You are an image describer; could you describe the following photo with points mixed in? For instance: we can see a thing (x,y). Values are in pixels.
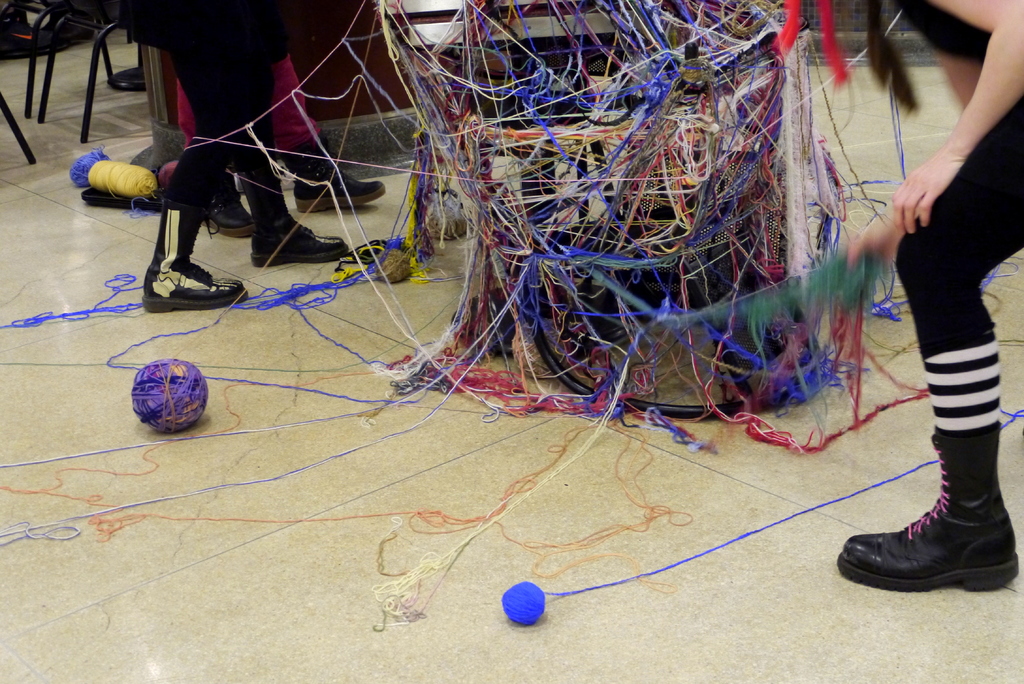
In this picture we can see the legs (197,161) of a few people (237,56), woolen balls (134,181), chairs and other objects (780,216).
